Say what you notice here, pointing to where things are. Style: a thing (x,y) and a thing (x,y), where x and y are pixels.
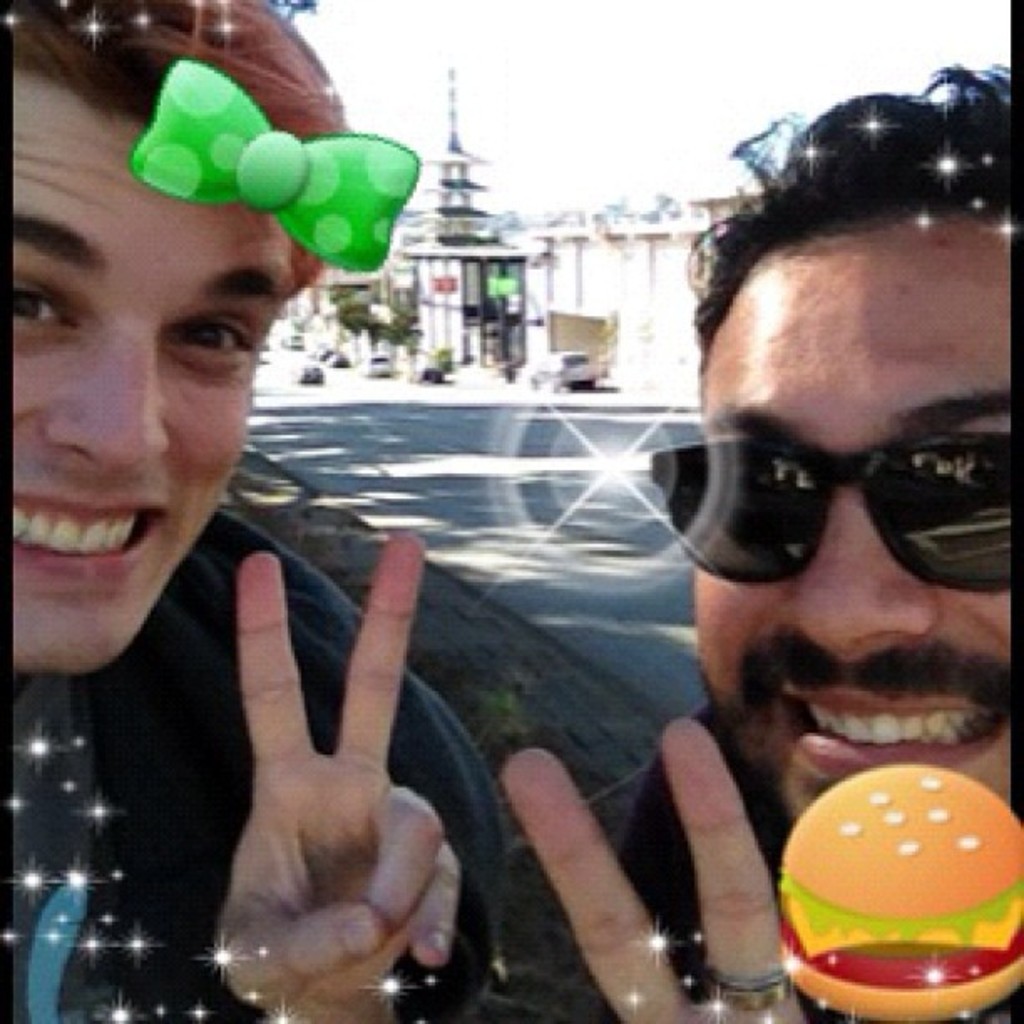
This is an edited image and here we can see people (741,822) and one of them is wearing glasses (778,525). In the background (511,327), there are buildings (422,270) and we can see some vehicles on the road (567,546). At the top (565,60), there is sky (565,60) and at the bottom (898,900), we can see a burger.
